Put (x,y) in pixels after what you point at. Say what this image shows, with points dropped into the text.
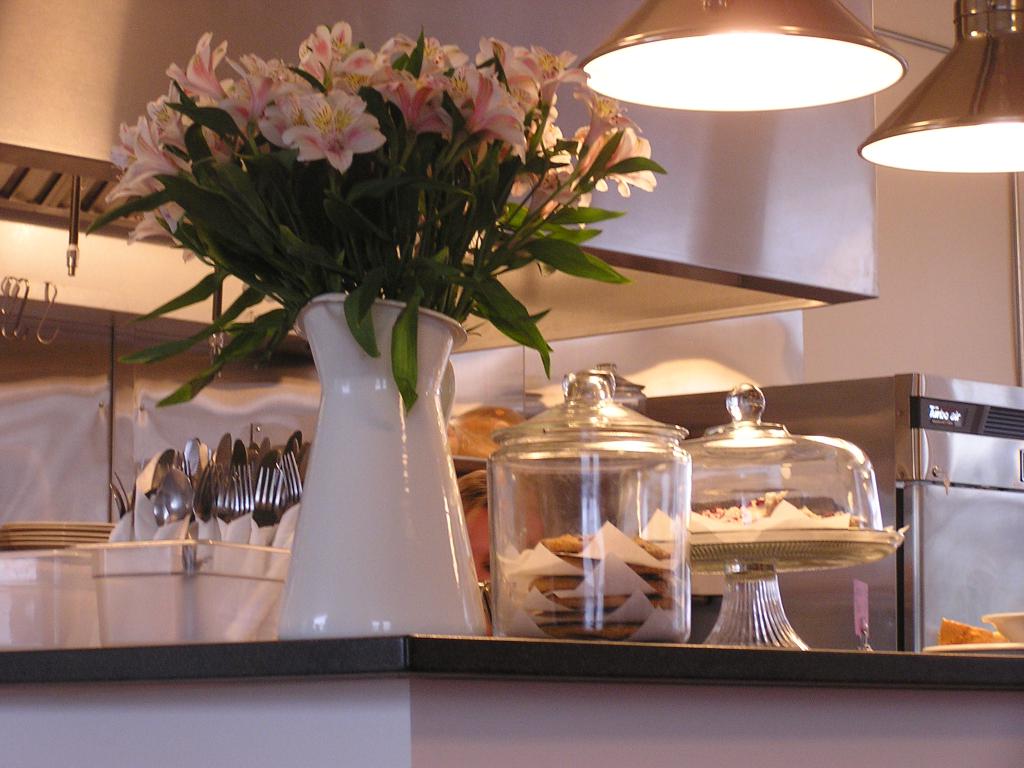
These are all kitchen property things (776,478) and in the middle (398,444) there is a flower vase (329,346) with flowers (321,138), spoon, fork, jar (568,529), food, etc are here. There is a light (851,77) on the right (924,90).
